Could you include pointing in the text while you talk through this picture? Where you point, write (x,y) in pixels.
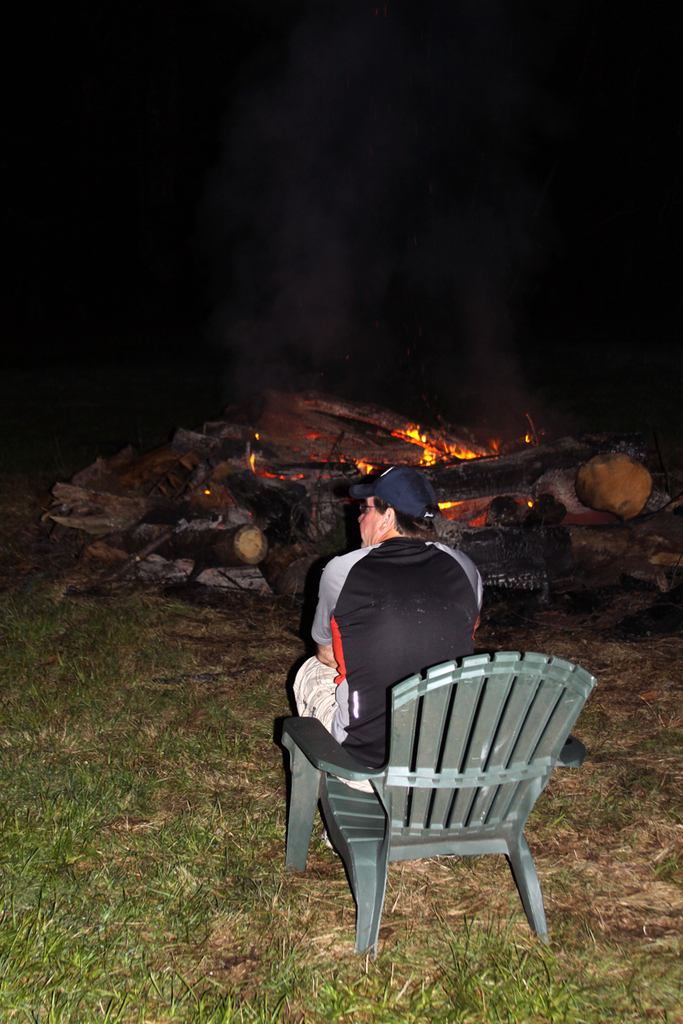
In the foreground of this image (356,693), there is a man (365,690) sitting on the chair (382,827) on the ground (310,904). In the dark background (343,411), there is fire (433,454), sticks (307,478) and smoke (323,371). On the left (42,719), there is the grass (42,720).
